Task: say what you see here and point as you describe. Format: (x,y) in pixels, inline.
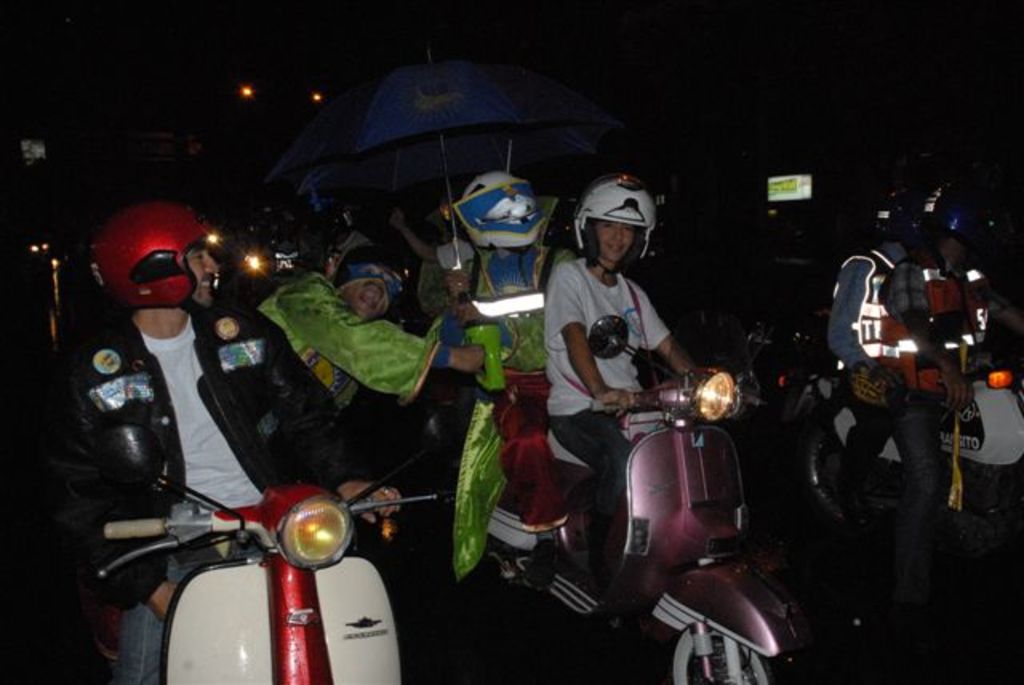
The image is on a road (468,637). There are people (594,306) on motorbike (650,584) with lights (713,406) on as its night time and it's raining.
